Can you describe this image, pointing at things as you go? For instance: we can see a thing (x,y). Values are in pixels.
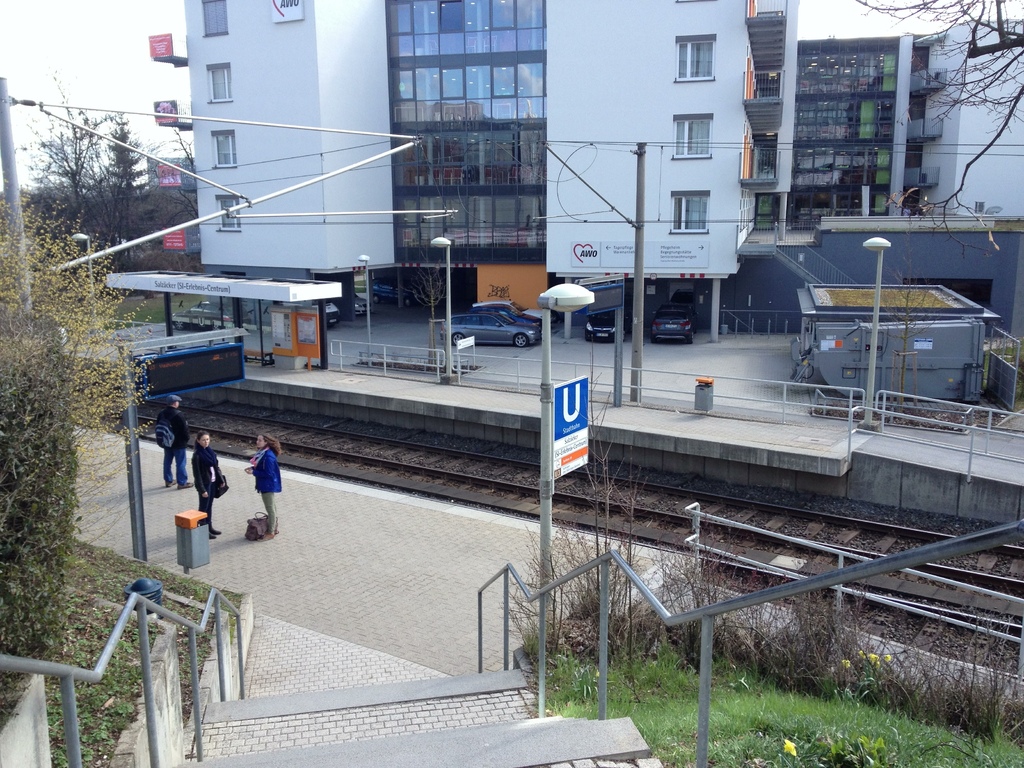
In this image we can see few persons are standing on the platform (305,583) and there is an object (189,529) and a bag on the platform (246,549). At the bottom (317,744) we can see steps (258,718), railings (72,690), grass (873,737), plants (31,481) and boards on the poles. In the background (418,460) we can see railway tracks (679,506), poles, railings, vehicles (493,319) on the road (585,340), objects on the platform (667,426), buildings (776,218), windows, trees (119,198), boards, wires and the sky (122,6).
